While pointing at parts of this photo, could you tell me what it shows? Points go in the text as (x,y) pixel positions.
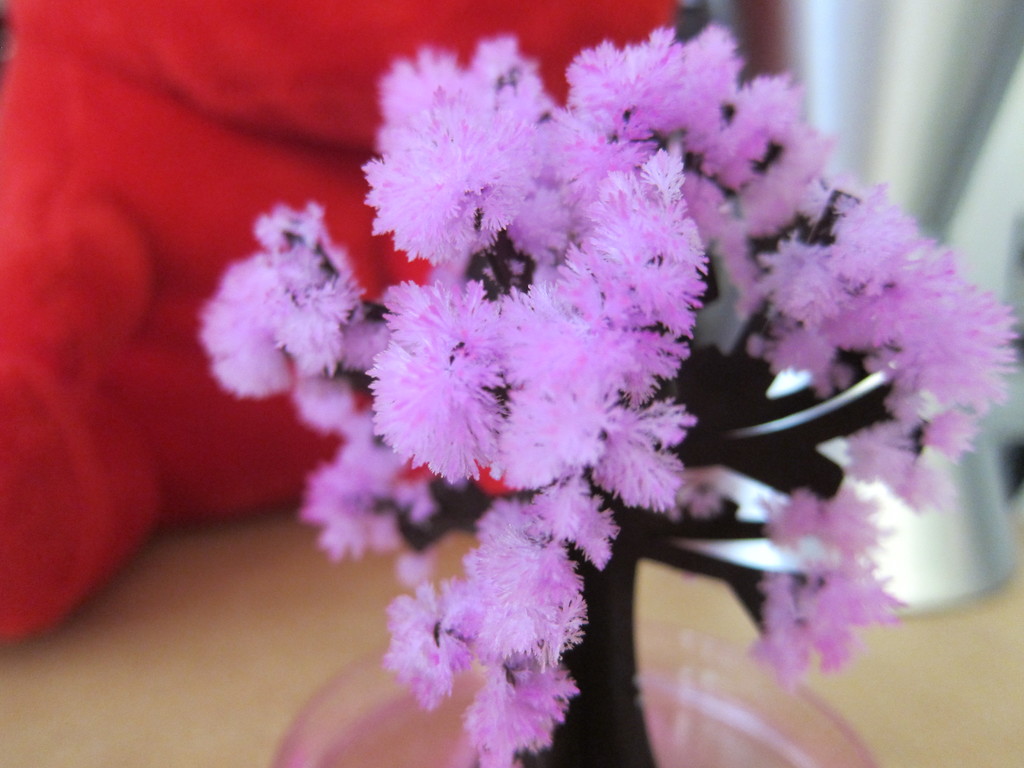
In the image there is an artificial tree (601,280) with purple leaves (624,330) and the background of the tree (834,589) is blur.
